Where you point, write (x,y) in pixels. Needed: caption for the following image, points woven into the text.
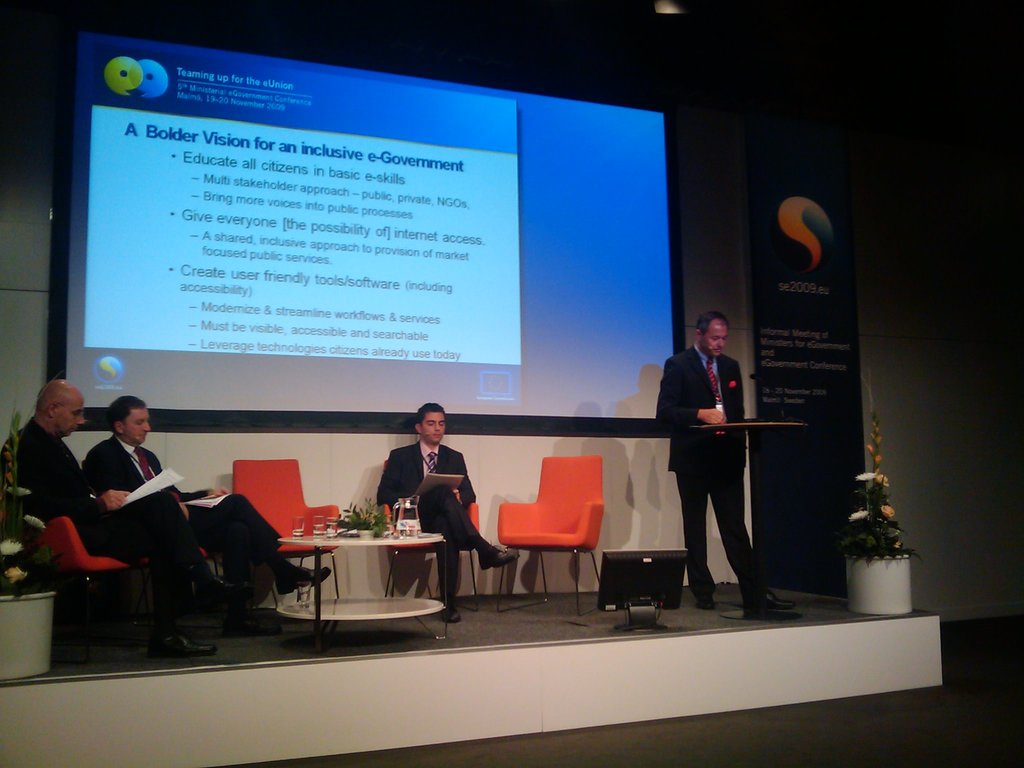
This is a picture taken in a seminar hall (548,702), there are three people (106,480) sitting on chairs (263,489) in front of these people (232,544) there is a table (333,602) on the table (323,614) there are glass (322,524), flower pot (383,531) and jar (400,519) and man (688,373) in black blazer (670,411) was standing and explaining something and on the stage (604,642) there are monitor (627,600) and flower pot (859,545). Behind the people (438,549) there is a projector screen (632,301) and a wall (932,299) and a banner (791,358).
